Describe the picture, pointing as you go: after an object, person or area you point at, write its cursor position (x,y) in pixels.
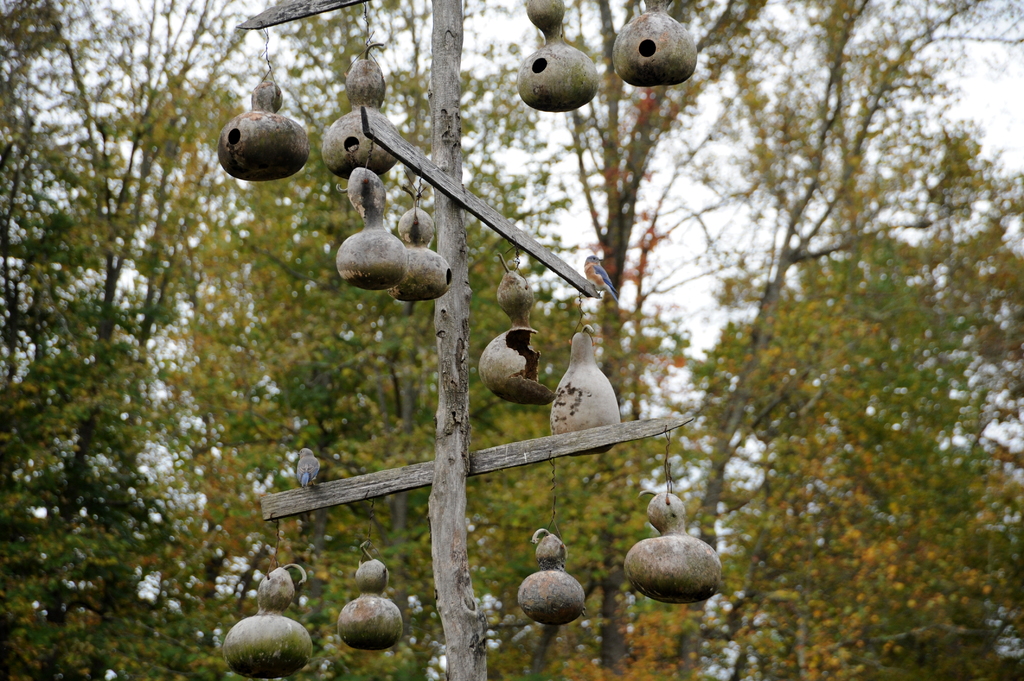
There are two birds (594,278) standing. I think these are the nests (546,101), which are hanging to the stick (457,536). These are the trees (200,358) with branches (788,230) and leaves (808,374).
